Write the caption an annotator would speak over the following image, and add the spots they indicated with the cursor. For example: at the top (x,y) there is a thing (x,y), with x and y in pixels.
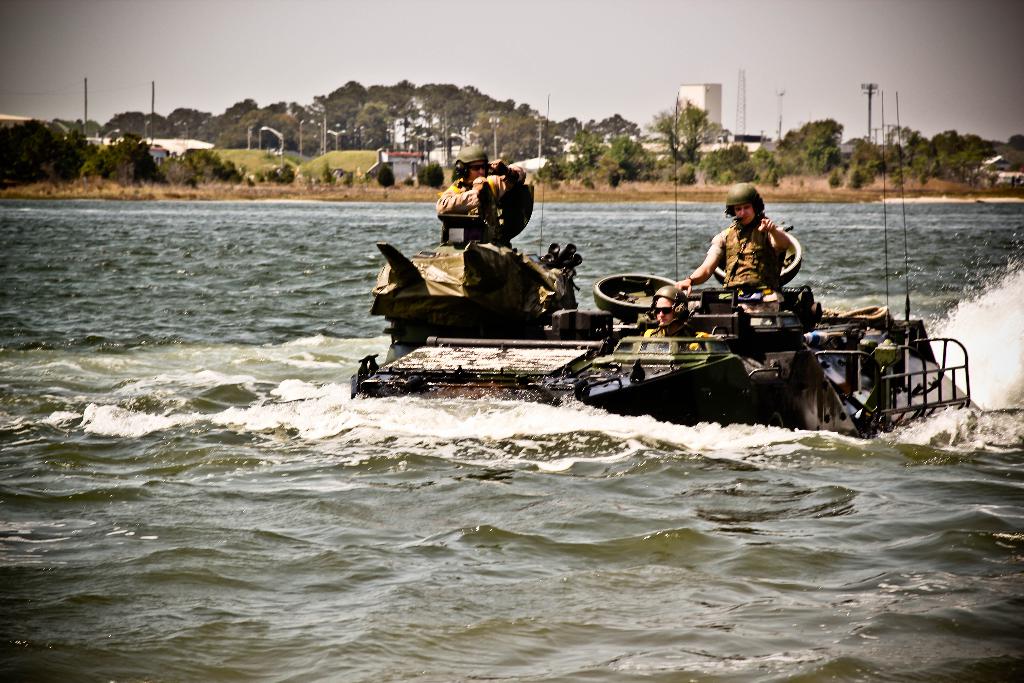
In this picture I can observe an armored vehicle (547,292) in the water (292,370). There are some soldiers (757,235) in this vehicle (489,278). In the background (255,137) there are trees (136,165) and sky (459,71).
